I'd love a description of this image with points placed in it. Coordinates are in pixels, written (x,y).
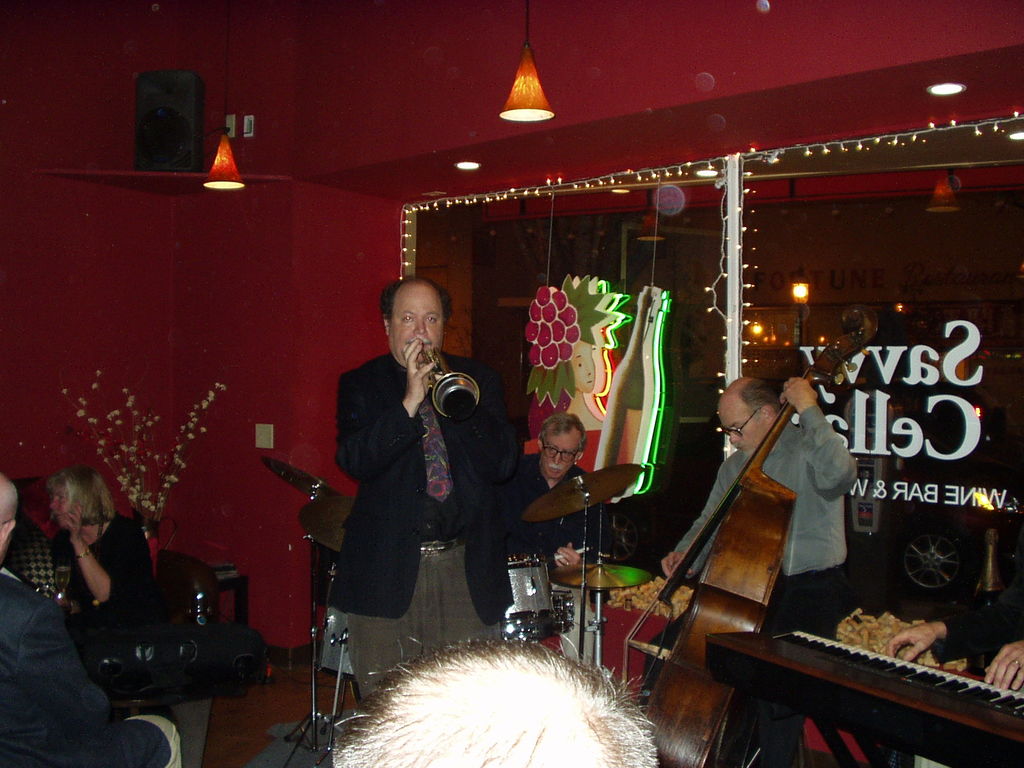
The picture is taken inside a room (302,629). There few old people (530,480) are playing musical instruments (770,519). In the left (51,646) two people (46,646) are sitting on chairs (177,619). In the middle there is a drum set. In the top (522,67) there are lights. In the back (835,217) there is a glass wall (466,288). Here is a speaker (159,123).
